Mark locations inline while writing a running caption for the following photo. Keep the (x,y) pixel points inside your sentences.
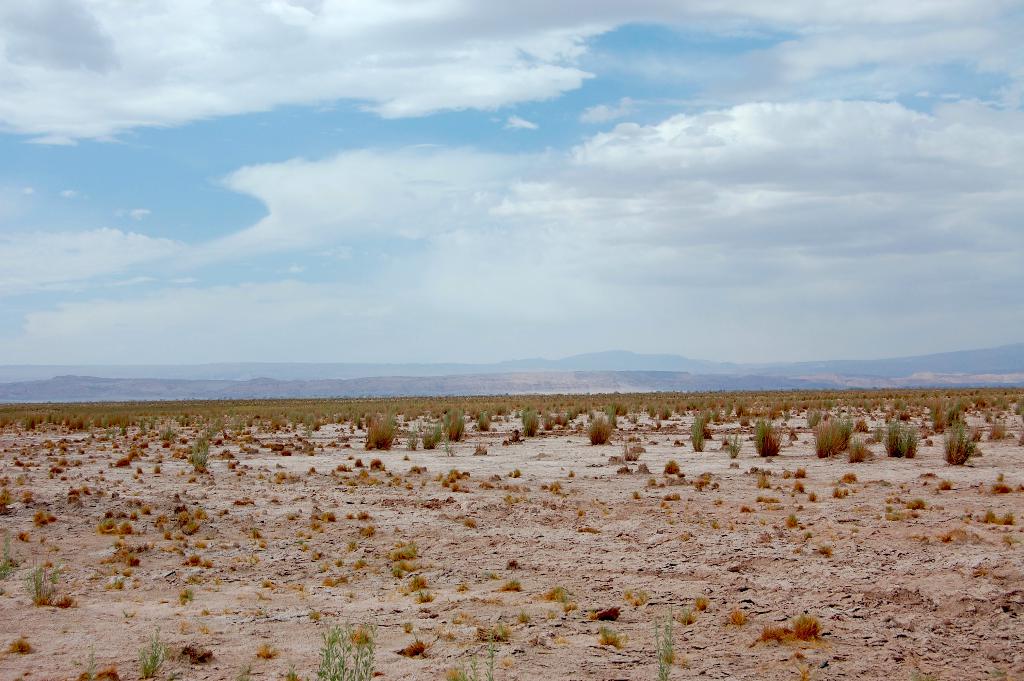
In this image, we can see plants (364,532) and grass (327,636). In the background (997,373), we can see the hills (665,370) and cloudy sky (436,278).
